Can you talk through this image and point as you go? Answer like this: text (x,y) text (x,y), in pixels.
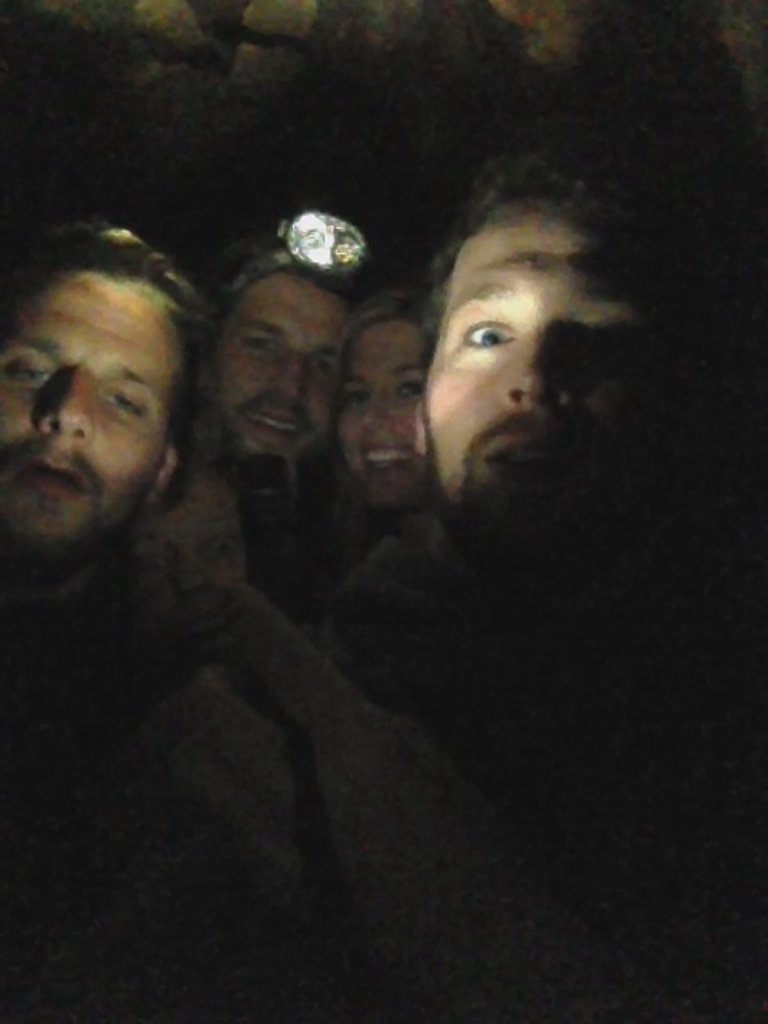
In this image we can see group of persons (311,442) posing for a selfie.
